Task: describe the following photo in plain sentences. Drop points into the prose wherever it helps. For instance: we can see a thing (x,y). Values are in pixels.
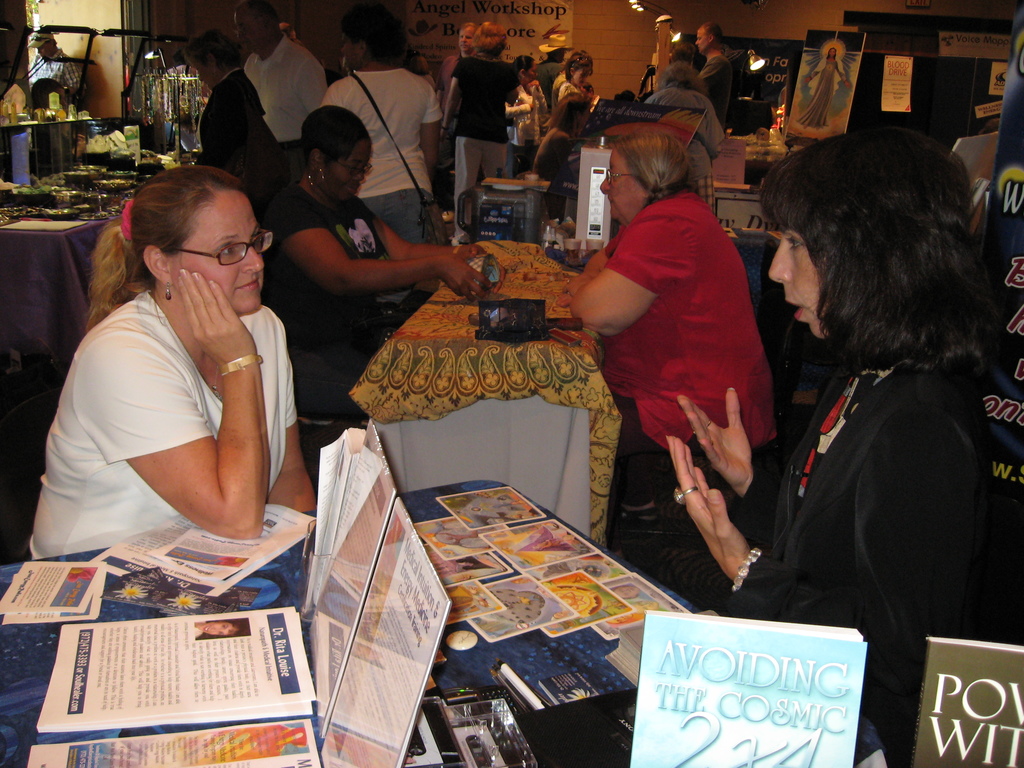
This image is taken indoors. In the background (336,40) there is a wall (634,51) and there is a poster (540,32) with a text (529,13) on it. At the bottom of the image (91,698) there is a table (31,712) with many things (519,696) on it. On the left side of the image (227,338) a woman (138,369) is sitting on the chair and there is a table (39,246) with many things (78,153) on it. On the right side of the image (862,359) another woman (799,494) is sitting on the chair (1000,527) and there is a board (1014,377) with a text (1016,407) on it and there are a few books (962,684). In the middle of the image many people (488,144) are standing on the floor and a few are walking. There are many books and there are many things (597,209) on the tables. Two women (456,261) are sitting on the chairs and there is a table (547,390) with a tablecloth (488,389) and a few things (531,301) on it.
